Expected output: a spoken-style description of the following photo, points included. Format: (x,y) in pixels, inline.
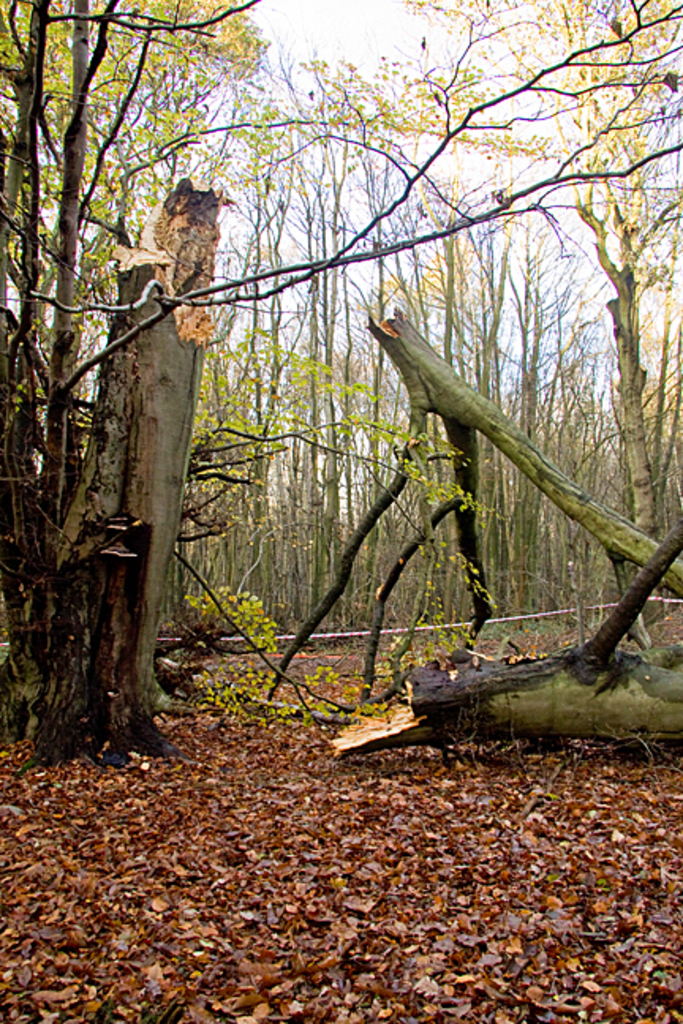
In this image, there are a few trees (547,710). We can see the ground (433,844) with some dried leaves (133,947). We can also see a rope (671,600) and some plants (223,385). We can see the sky (372,32).
